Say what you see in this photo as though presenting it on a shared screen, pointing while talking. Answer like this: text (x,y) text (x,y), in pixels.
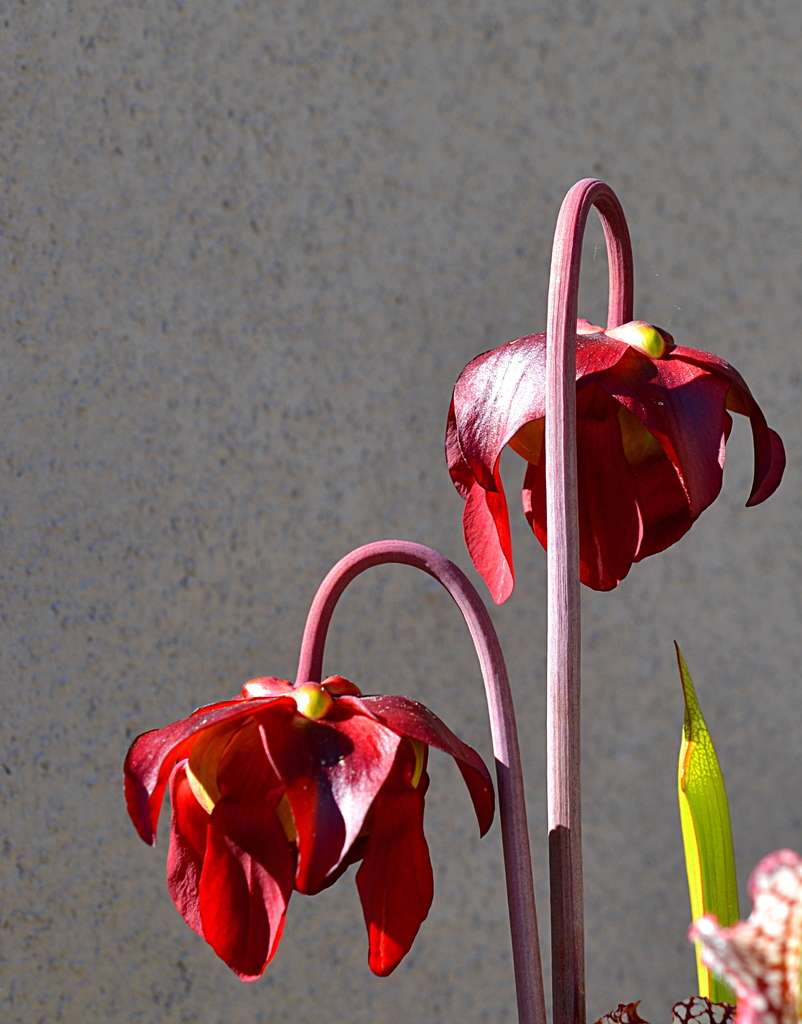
In this picture we can see stems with flowers (204,816) and in the background (365,254) we can see the wall (397,272).
